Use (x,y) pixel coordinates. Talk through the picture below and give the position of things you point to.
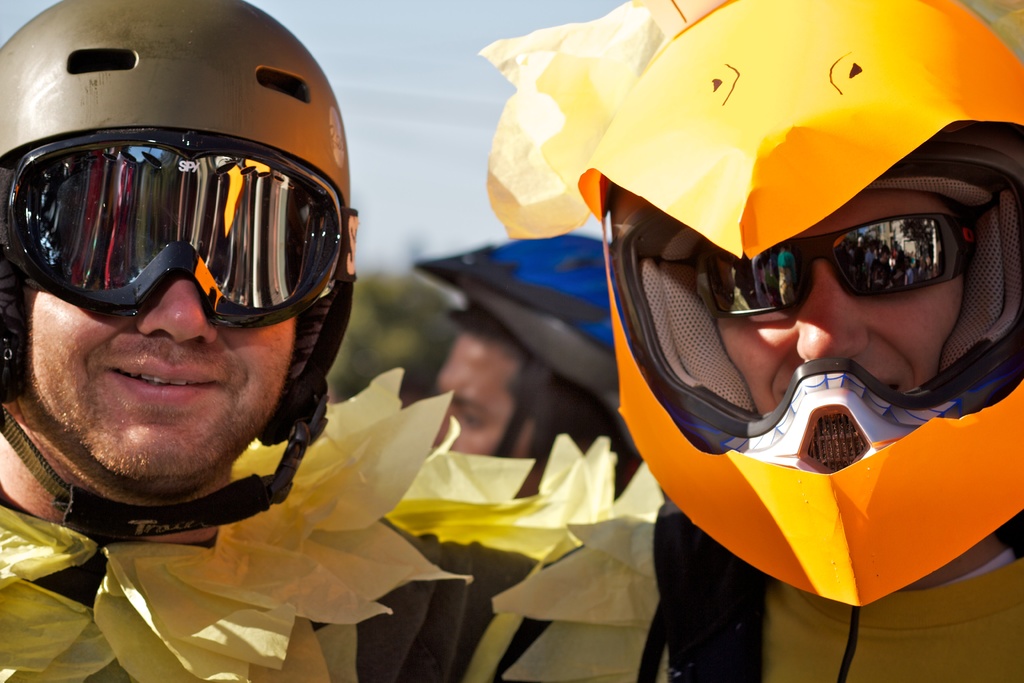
In this picture we can see three persons (524,437), they are wearing helmets (829,402), we can see the sky (384,73) at the top of the picture (400,33), there is a blurry background (379,336).
